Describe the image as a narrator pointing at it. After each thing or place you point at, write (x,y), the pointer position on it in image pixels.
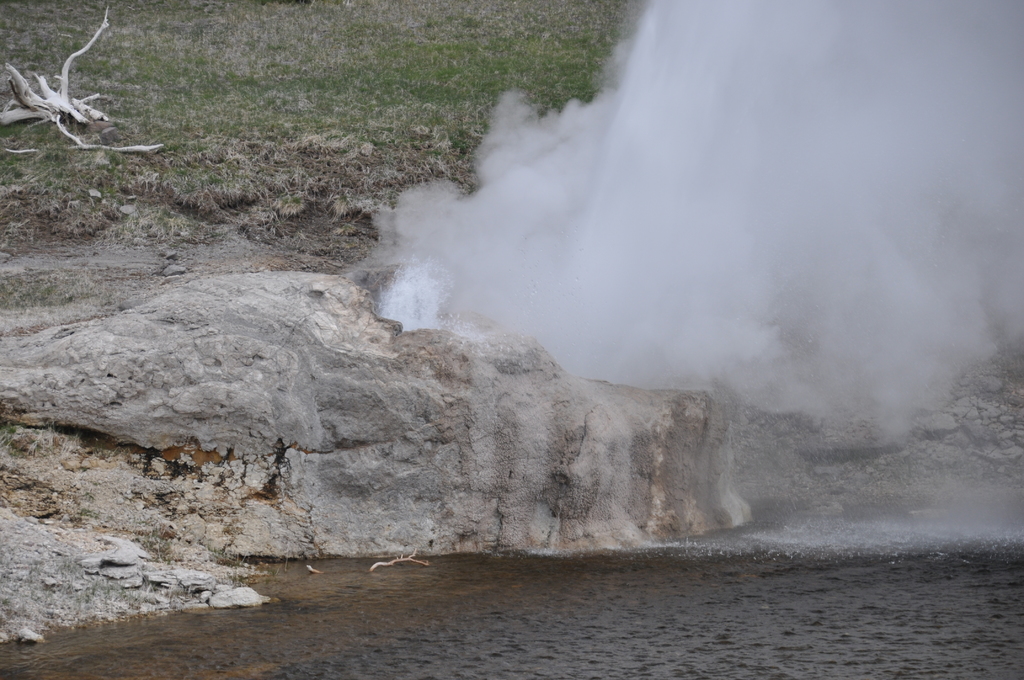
In this image we can see grassy land (374,157), geyser (733,272), rocky surface (277,346), wood (46,109) and water body (683,638).
